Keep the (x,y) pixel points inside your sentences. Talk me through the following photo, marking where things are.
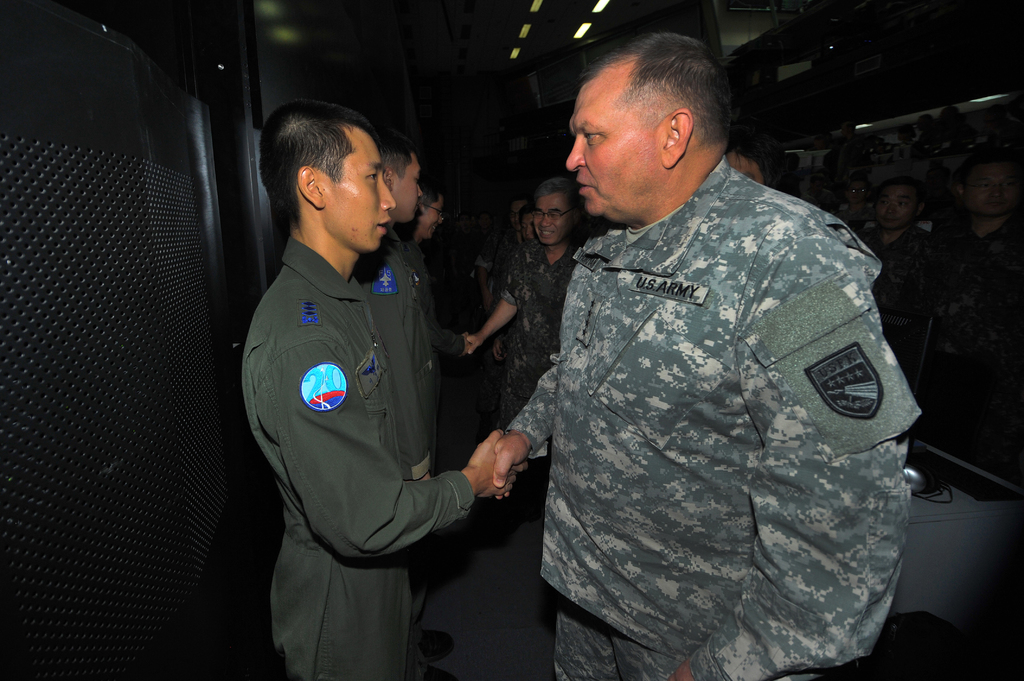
In this image I can see people (432,336) are standing. These people (332,318) are wearing uniforms (393,500) among them some people (494,455) are giving shake hands (514,470). Here I can see lights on the ceiling (564,13).
